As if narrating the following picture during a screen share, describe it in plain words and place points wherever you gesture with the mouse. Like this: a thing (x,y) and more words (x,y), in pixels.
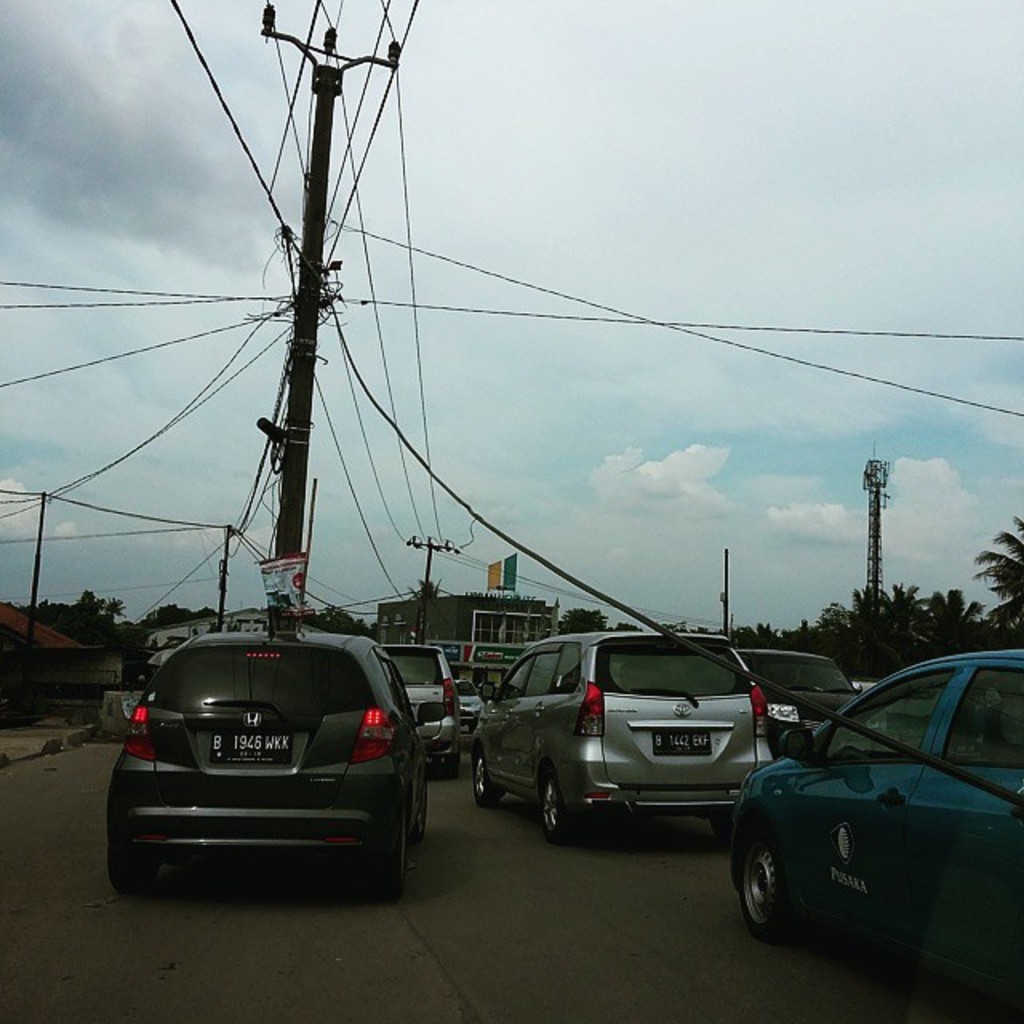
In this image I can see vehicles (179,744). There are buildings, trees (346,623), electric poles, cables (614,606), boards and in the background (805,381) there is sky (332,257).
